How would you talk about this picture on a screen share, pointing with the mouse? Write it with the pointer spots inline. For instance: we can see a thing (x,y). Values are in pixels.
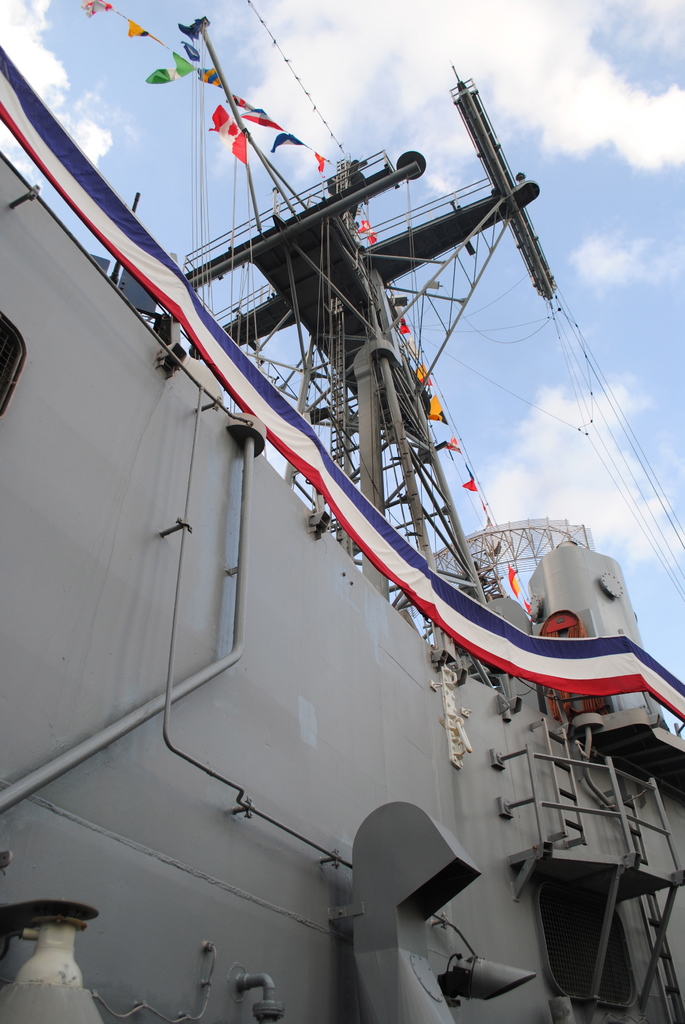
In this picture, we see a naval vessel (390,409) or a naval ship (281,316). It is in grey color. We see a banner (279,419) in white, red and blue color. At the top (152,112), we see the sky (152,112) and the clouds (372,108). We see flags (129,28) in white, red, blue, green and yellow color.
